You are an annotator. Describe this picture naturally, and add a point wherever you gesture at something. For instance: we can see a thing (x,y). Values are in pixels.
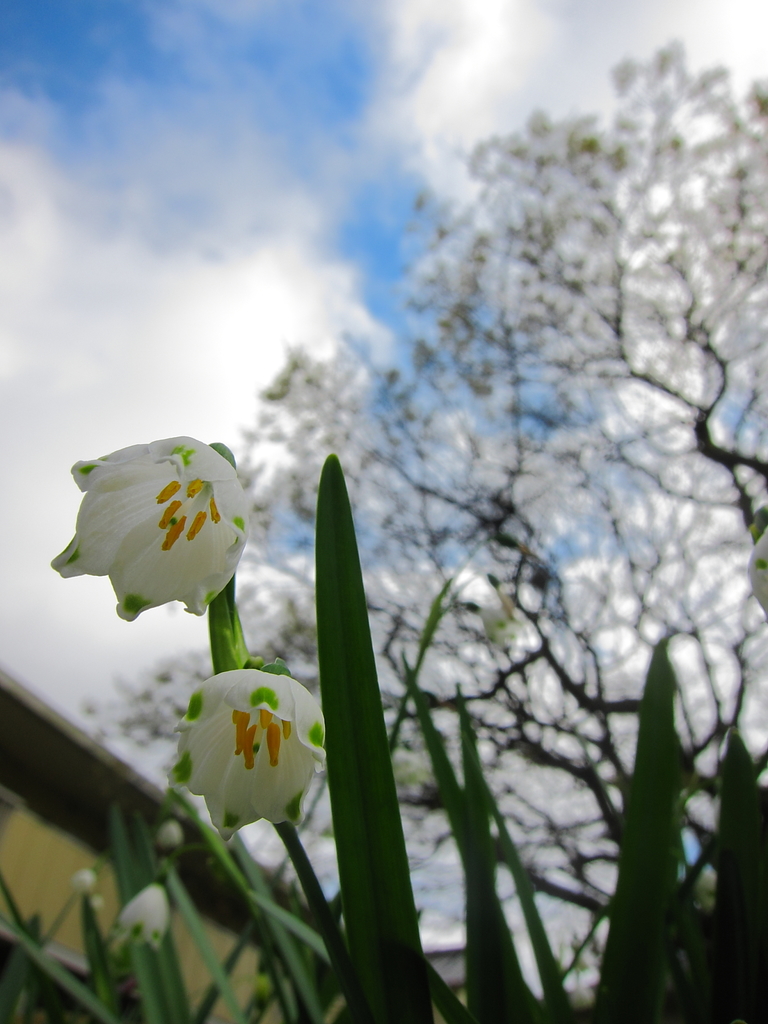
Here we can see flowers (172,596) and leaves (395,945). In the background (482,690) we can see trees (697,330) and sky (296,306) with clouds (151,378).
